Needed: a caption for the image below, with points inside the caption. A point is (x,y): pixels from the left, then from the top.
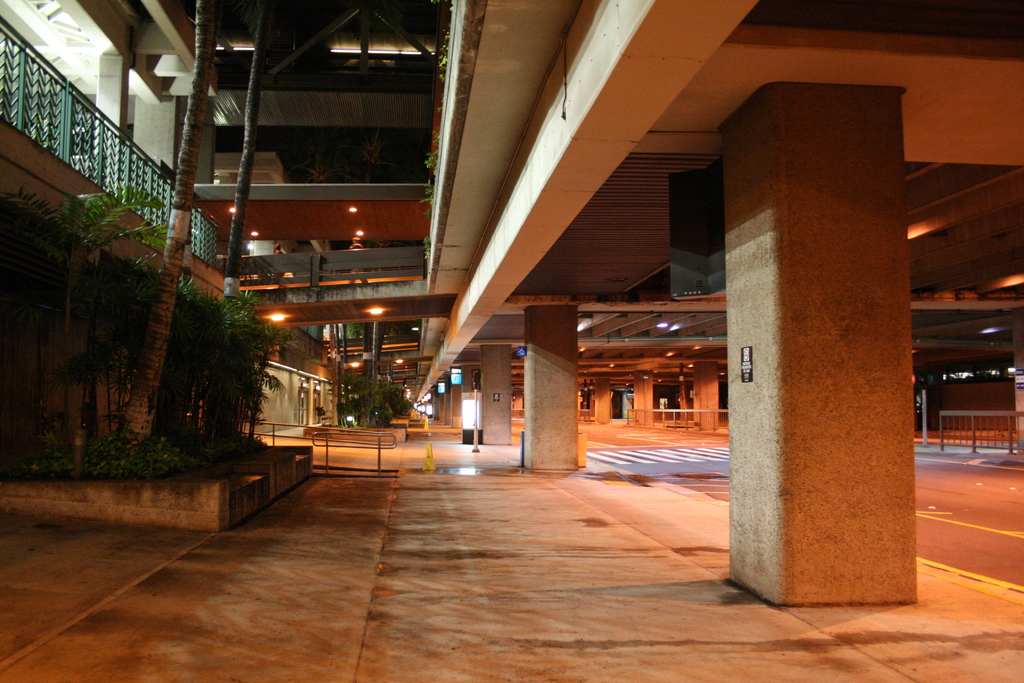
This is an outside view. On the right side (703,87) I can see a bridge (963,105), under this there is a road (966,493). On the left side (81,284) I can see a building (57,207) and some trees (151,352). This is an image clicked in the dark.
